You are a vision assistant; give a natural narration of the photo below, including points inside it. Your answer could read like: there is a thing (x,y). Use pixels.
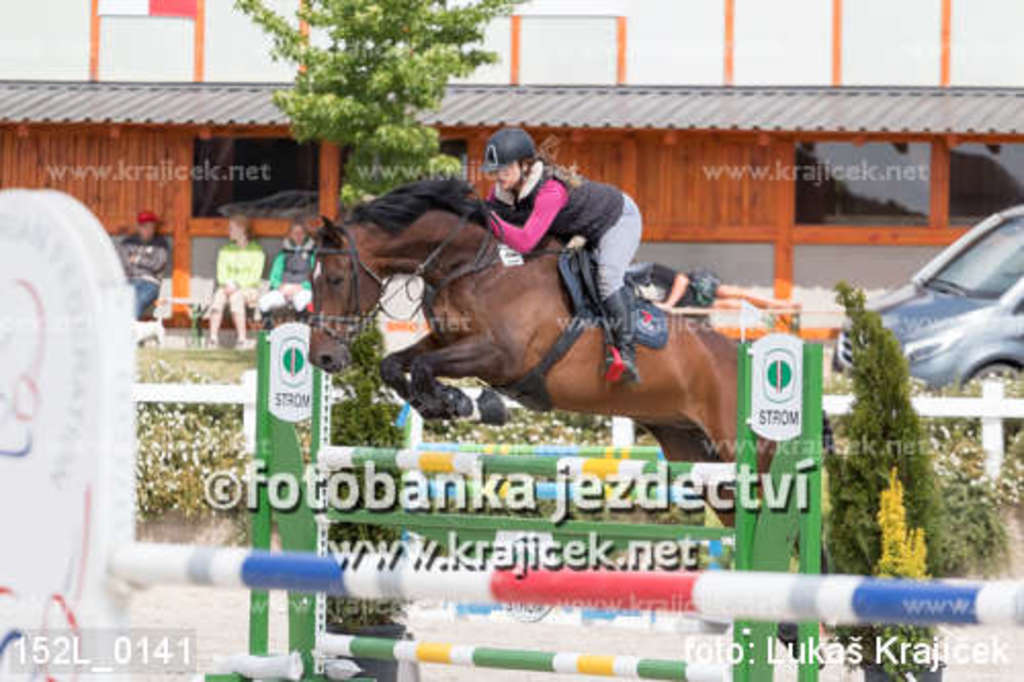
In this image, we can see a person (591,215) sitting on the horse (651,371), the horse (681,351) is taking a jump, at the right side (979,332) there is a car (968,297).
